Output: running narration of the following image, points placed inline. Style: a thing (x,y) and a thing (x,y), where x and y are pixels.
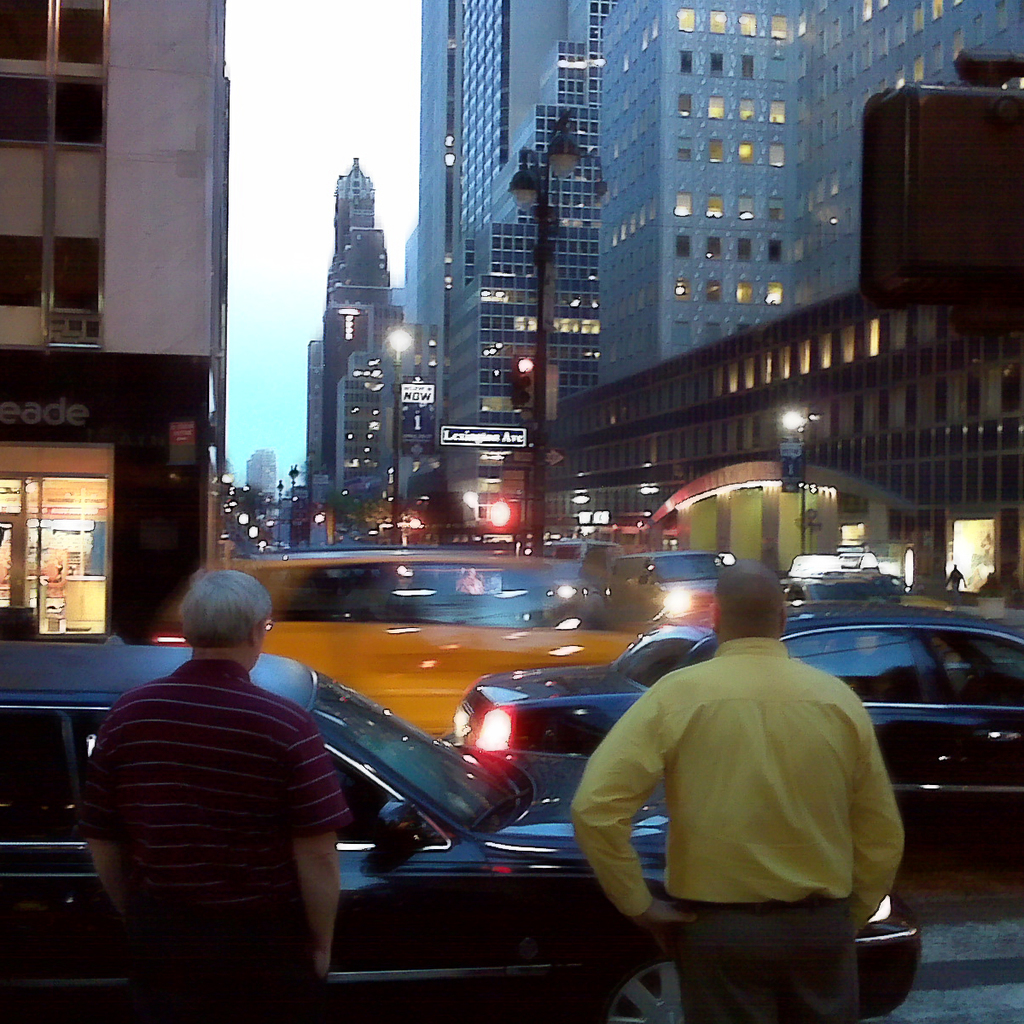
In this image, we can see two people (232,983) are standing. Here there are so many vehicles (402,780) on the road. Background (845,513) we can see buildings (935,501) with walls (443,371) and windows (971,420), poles (541,539), sign boards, hoarding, trees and sky (268,277).
